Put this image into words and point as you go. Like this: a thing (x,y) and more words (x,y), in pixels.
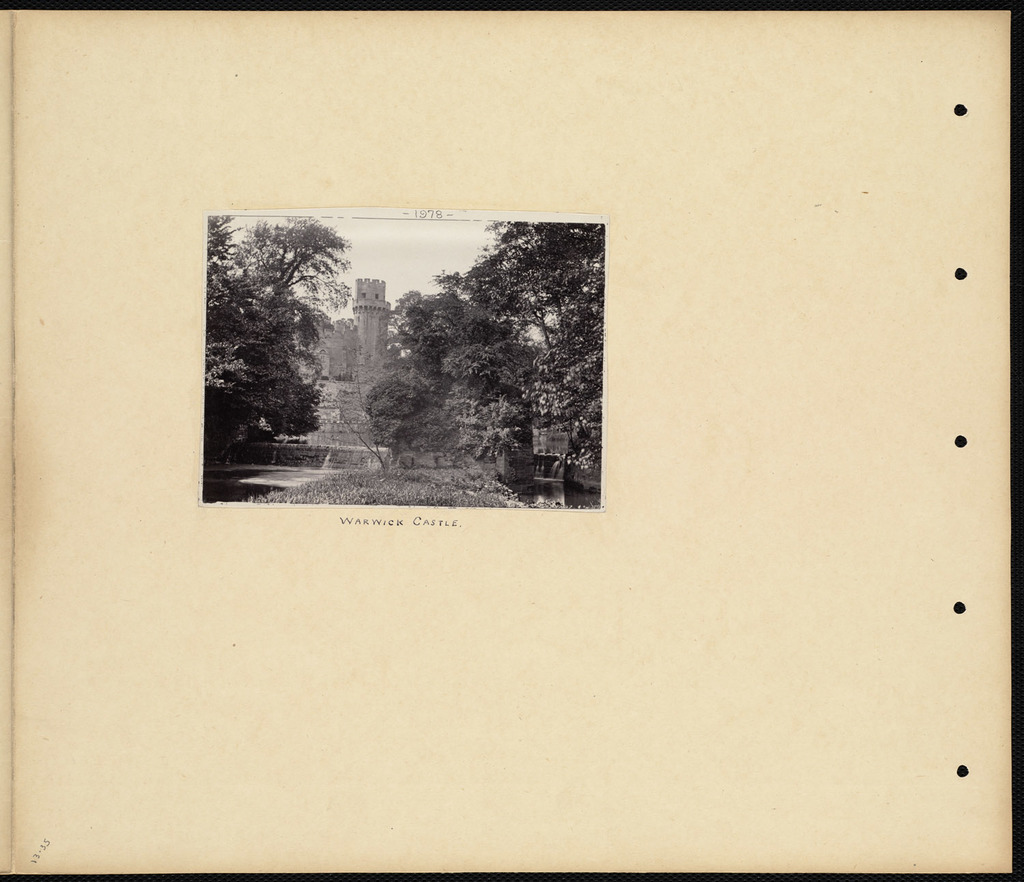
In the image we can see a paper (313,210). In the paper (175,331) we can see some trees (504,283) and fort (337,363).
